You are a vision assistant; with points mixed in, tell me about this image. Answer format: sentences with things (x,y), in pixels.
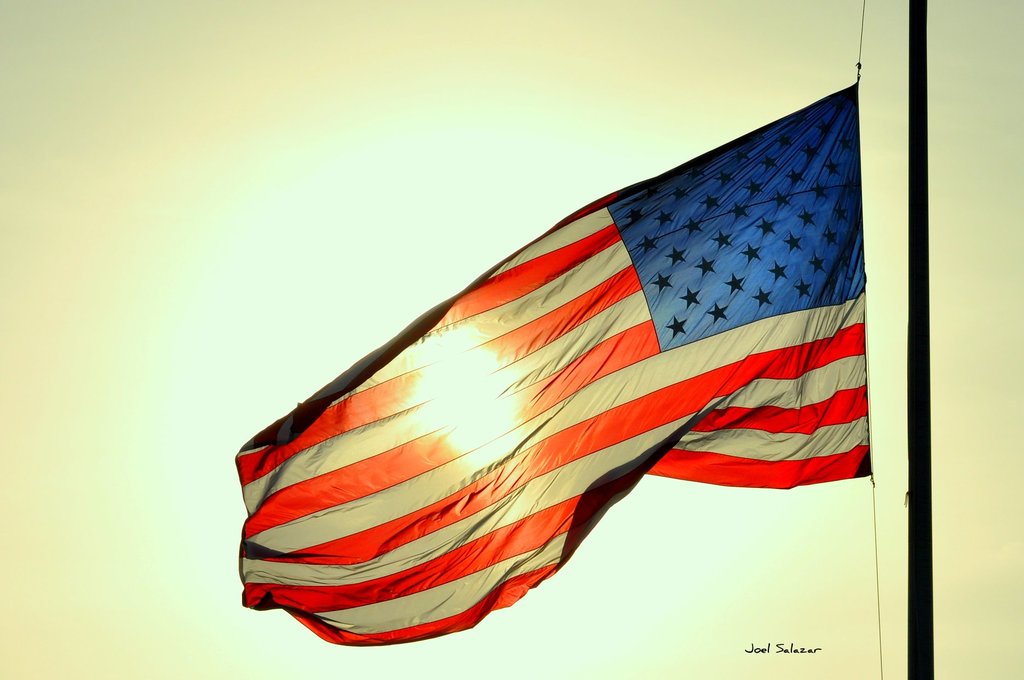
In this picture we can see a flag (818,296) and a pole (911,531). There is some text (776,651) visible in the bottom right (780,650).
